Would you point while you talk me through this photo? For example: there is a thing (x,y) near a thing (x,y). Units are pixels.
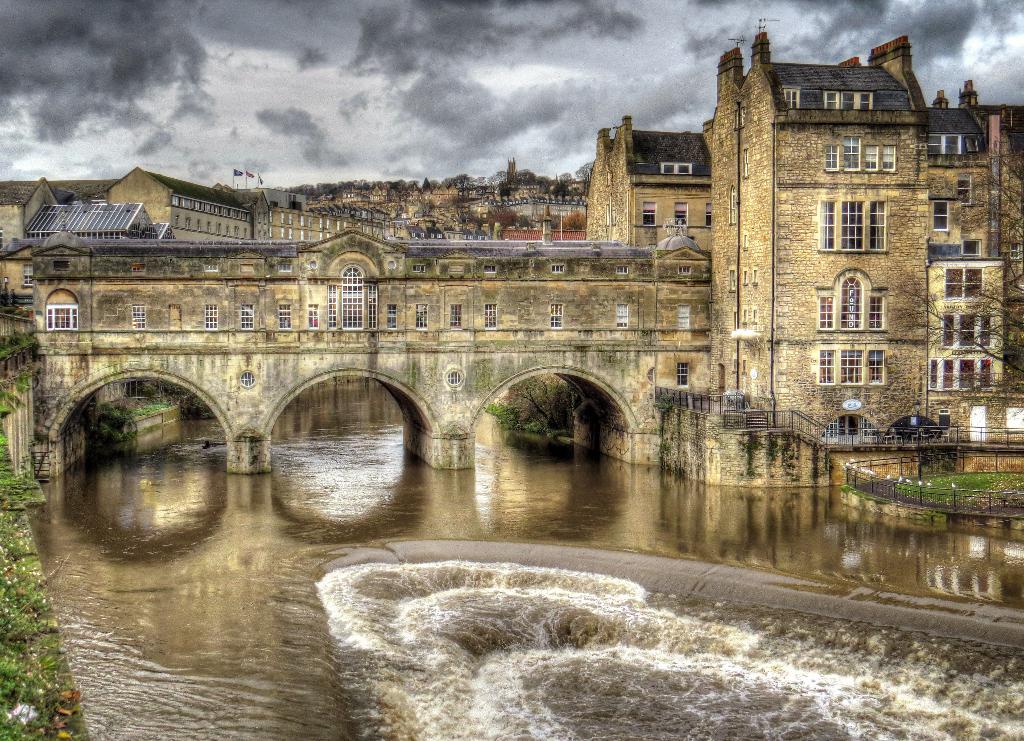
In this image there are buildings (978,439) and we can see trees (164,389). At the bottom (498,530) there is water (575,484) and we can see a bridge (345,345). In the background (386,102) there is sky (386,102). There are railings (876,487).
